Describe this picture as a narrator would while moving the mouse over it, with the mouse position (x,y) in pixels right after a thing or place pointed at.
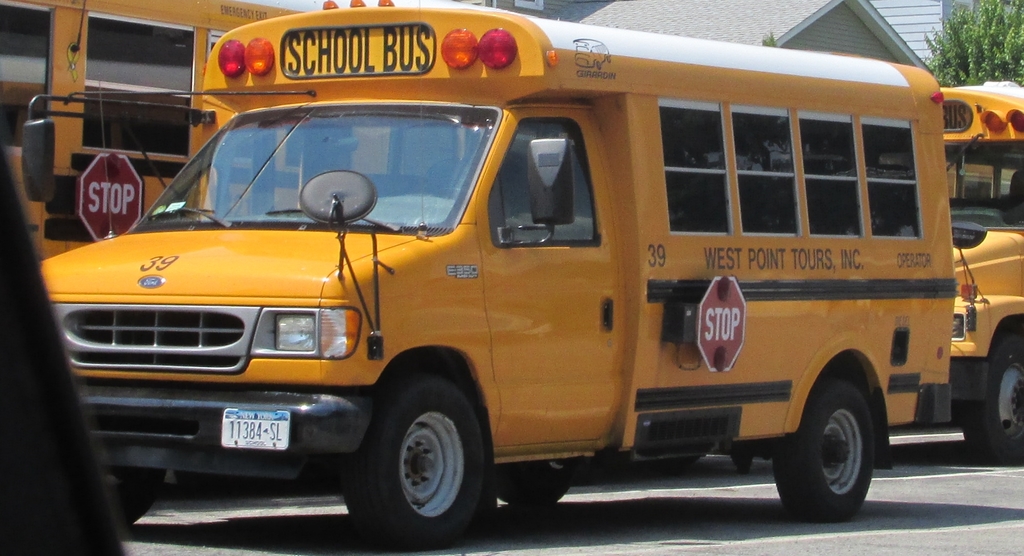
In this image we can see the vehicles (568,223) on the road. On the vehicles (528,260) we can see the text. At the top (818,42) we can see the buildings (886,17) and a tree (946,23).
